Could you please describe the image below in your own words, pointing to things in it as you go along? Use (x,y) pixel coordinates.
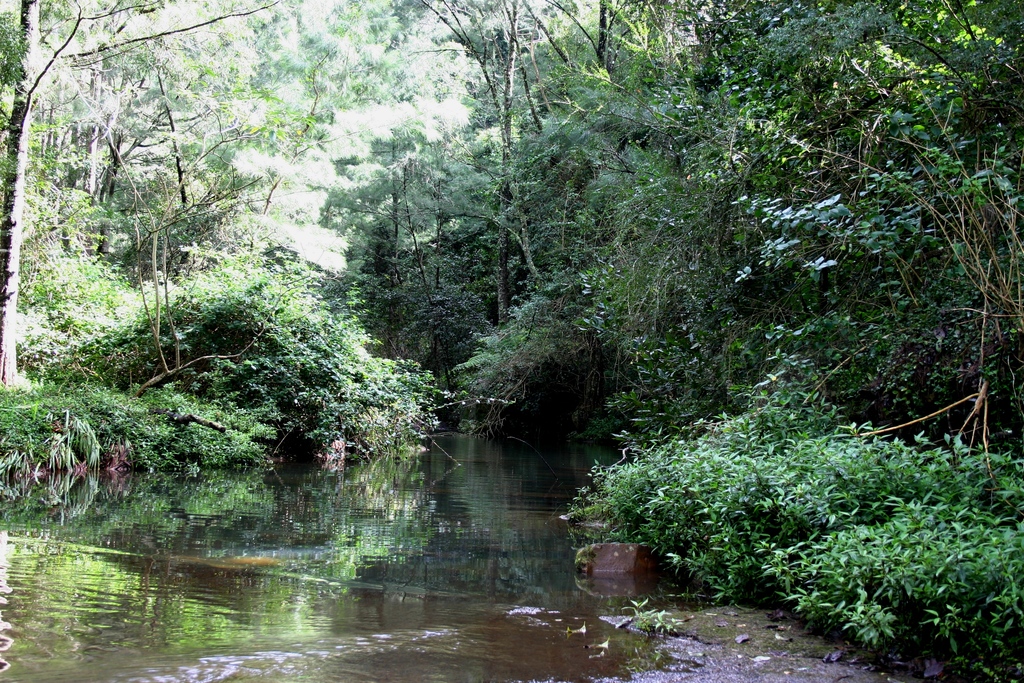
In the picture there is a water surface (188,644) and around that surface (443,679) there are many trees (359,318) and plants (54,302).
